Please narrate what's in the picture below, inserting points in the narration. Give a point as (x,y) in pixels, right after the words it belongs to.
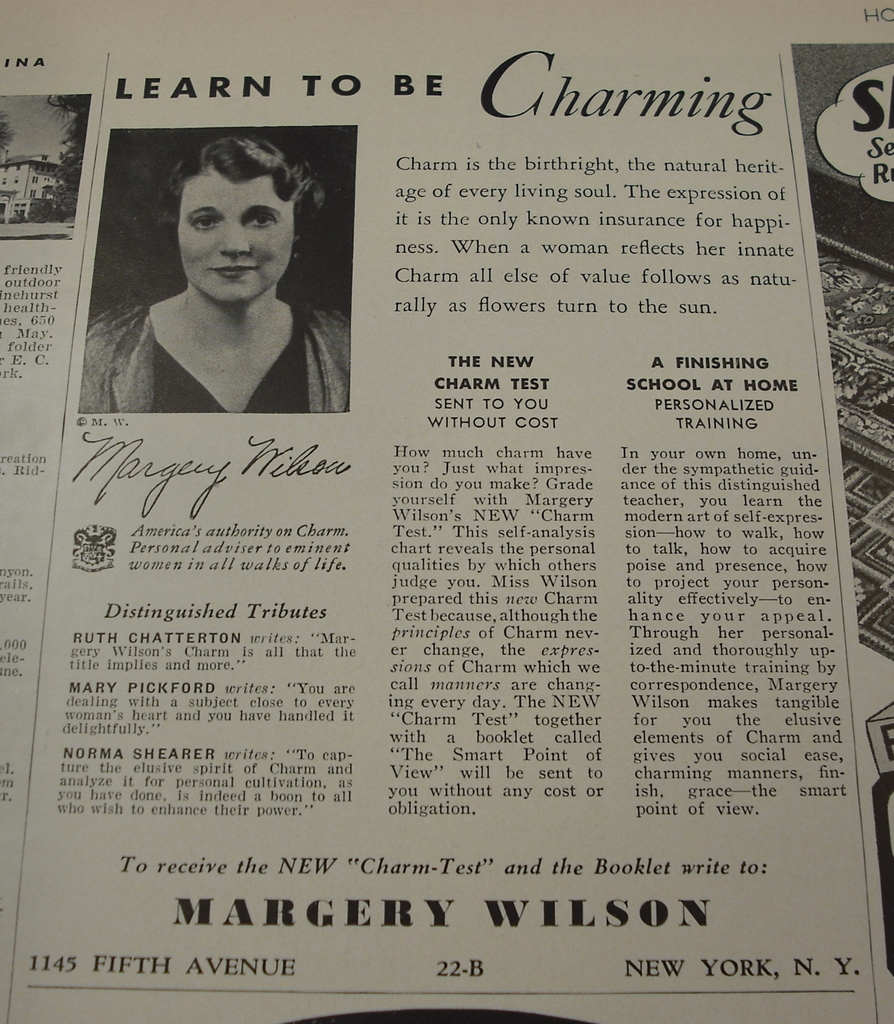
In this image we can see there is a paper (359,661) with some images (144,400) and text (301,761).
